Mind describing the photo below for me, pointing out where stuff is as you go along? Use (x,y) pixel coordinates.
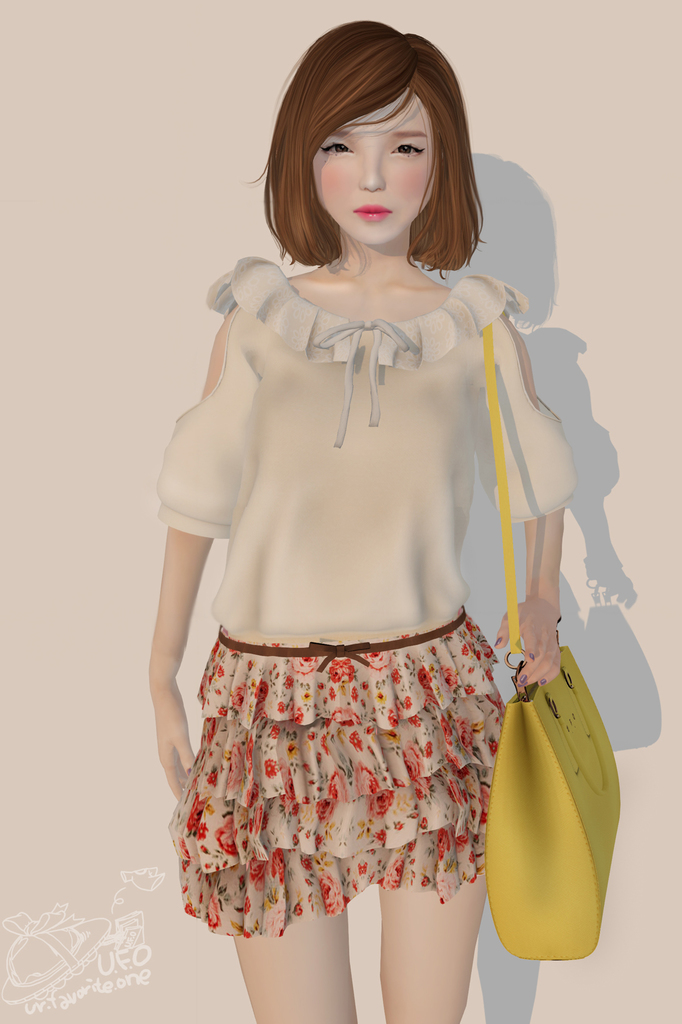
This is an animated image. In the bottom left (137,885), there is a watermark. There is a woman (375,42) in white color shirt (444,330), wearing a yellow color hand bag (519,860) and standing. In the background (508,979), there is a shadow (587,434) of her on the beige color wall (112,126).
